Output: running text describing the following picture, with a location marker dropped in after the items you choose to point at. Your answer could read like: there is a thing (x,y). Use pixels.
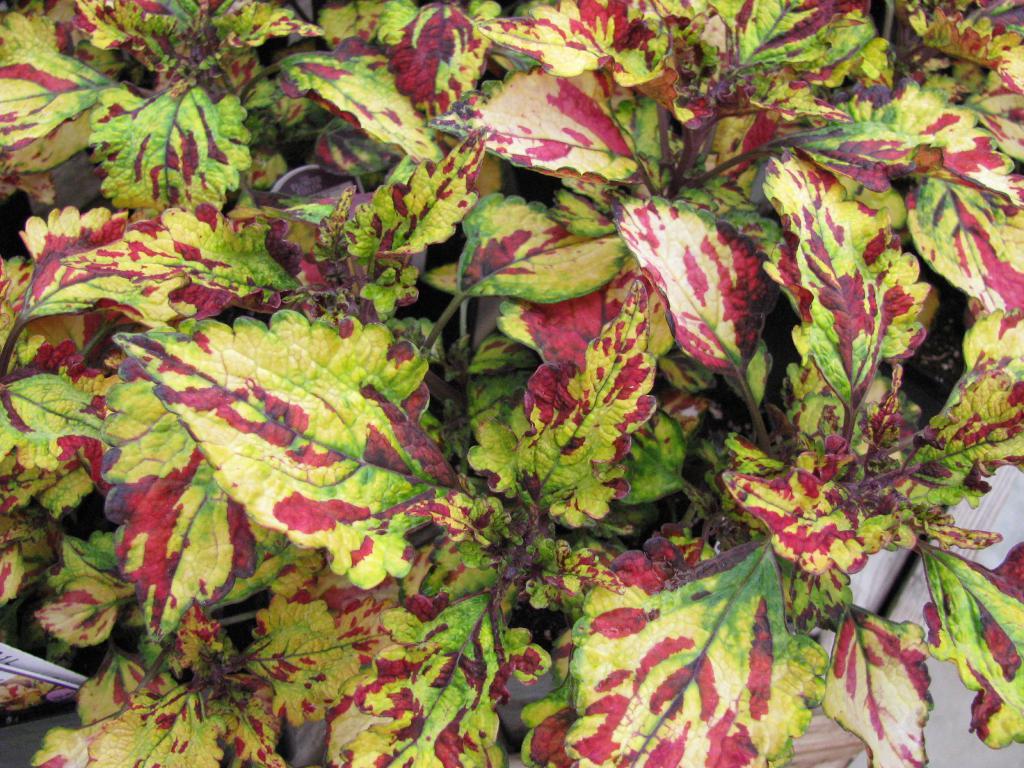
In this image in the foreground (754,390) there is one plant (693,652), and in the background (939,686) there is a floor (953,693).
